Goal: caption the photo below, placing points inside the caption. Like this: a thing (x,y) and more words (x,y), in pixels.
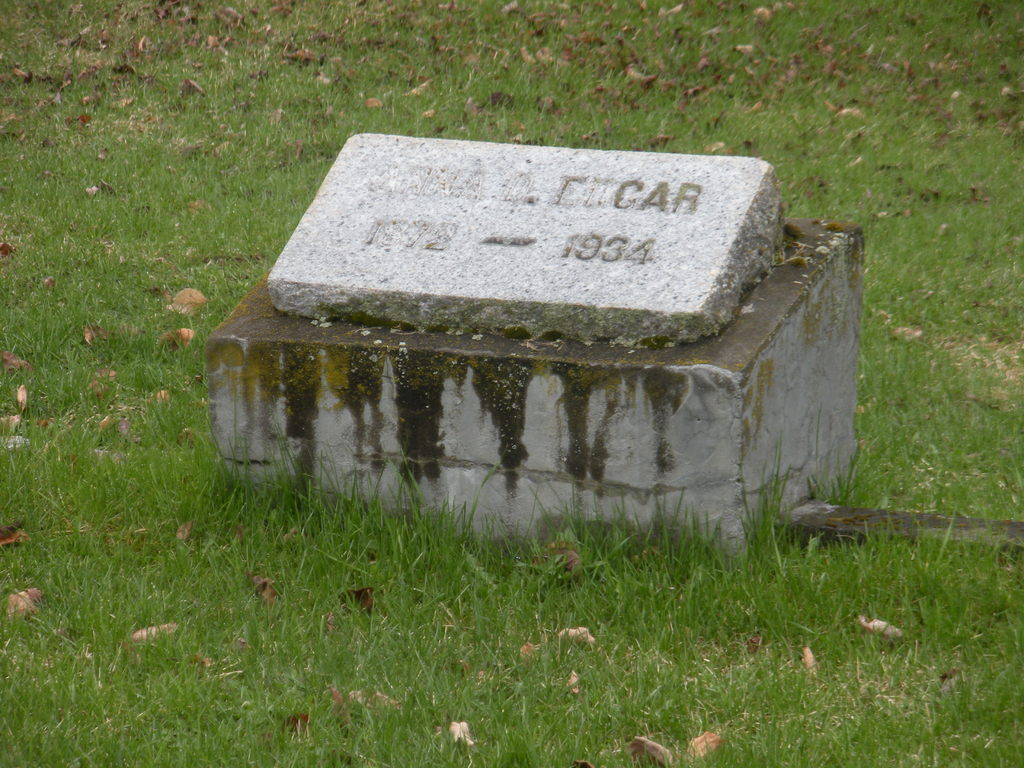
In the image on the ground (378,578) there is grass (311,516) and also there are dry leaves (359,598). In the middle of the ground (233,300) there is a small pillar (836,257) with cement plate (498,224) and there is something written on it.
